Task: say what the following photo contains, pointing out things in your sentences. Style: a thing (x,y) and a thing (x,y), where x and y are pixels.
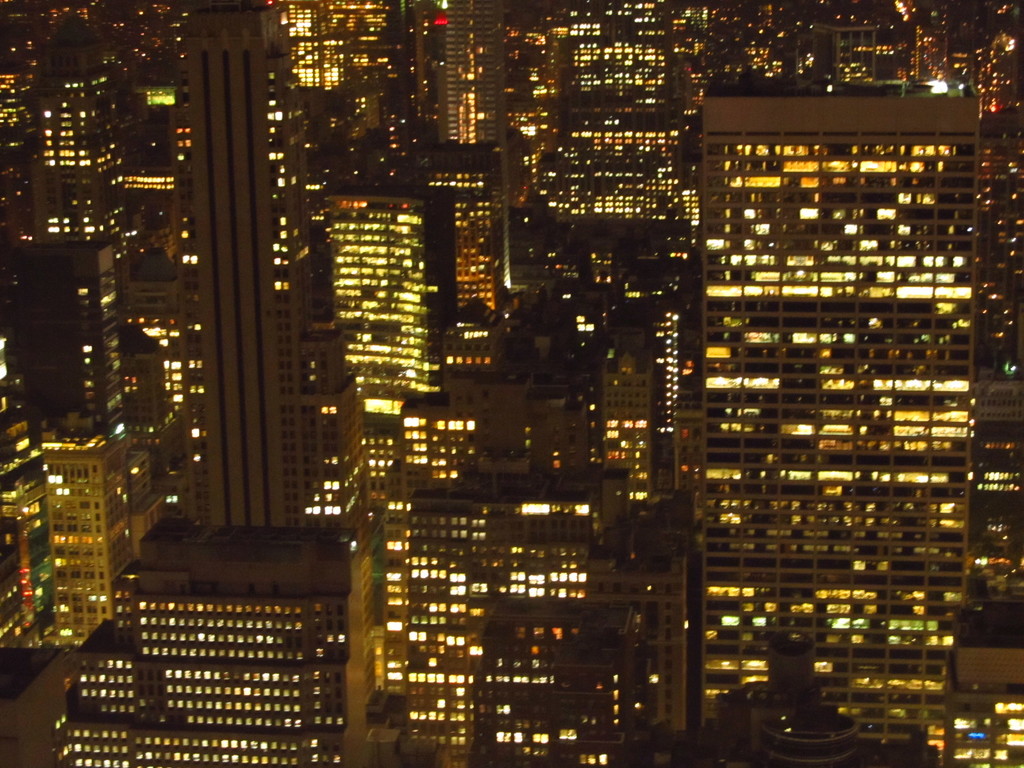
In the image there are a lot of buildings (515,152) and as the image is taken in the night time, the buildings (496,88) are very beautiful with many lights (290,674).
